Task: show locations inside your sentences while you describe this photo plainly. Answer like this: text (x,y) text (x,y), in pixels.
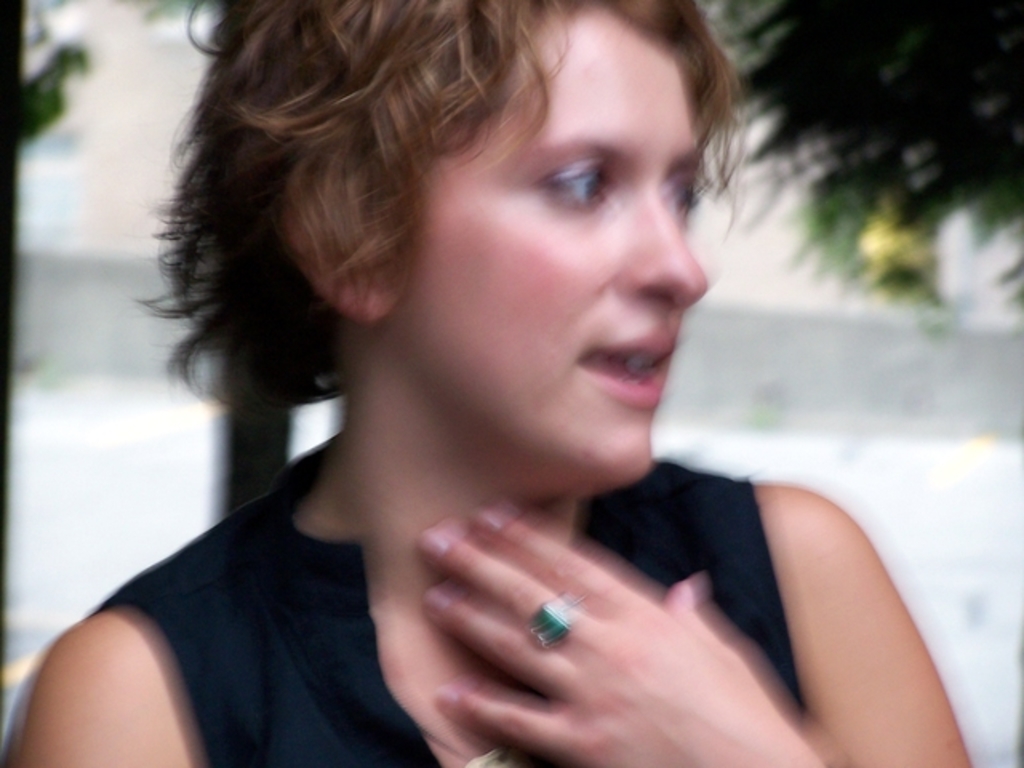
It is a blur picture, there is a woman (578,290) in the foreground (541,636).
